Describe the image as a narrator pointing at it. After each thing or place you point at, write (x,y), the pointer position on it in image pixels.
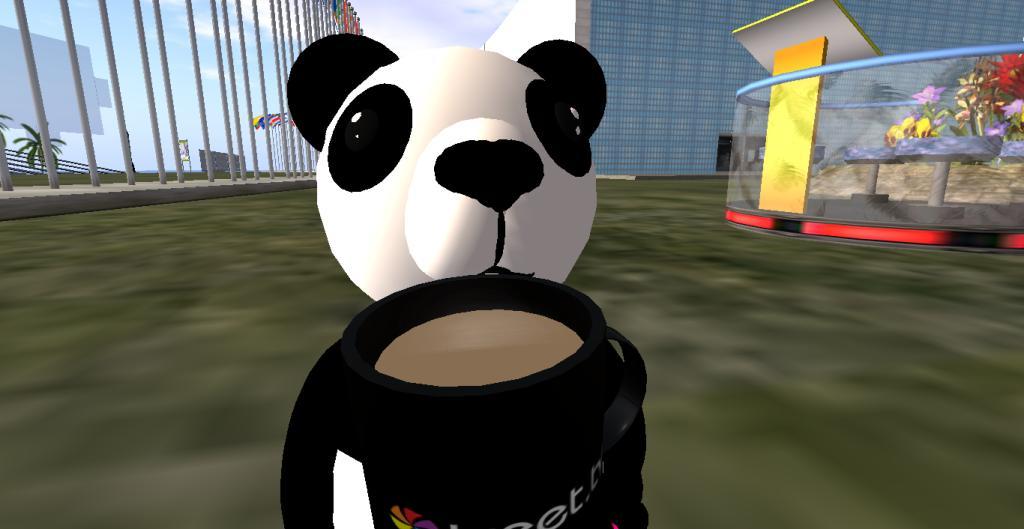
As we can see in the image there is fence (278,56), sky (455,35), buildings (591,19), flowers (978,97), trees (37,152) and statue (400,277).
